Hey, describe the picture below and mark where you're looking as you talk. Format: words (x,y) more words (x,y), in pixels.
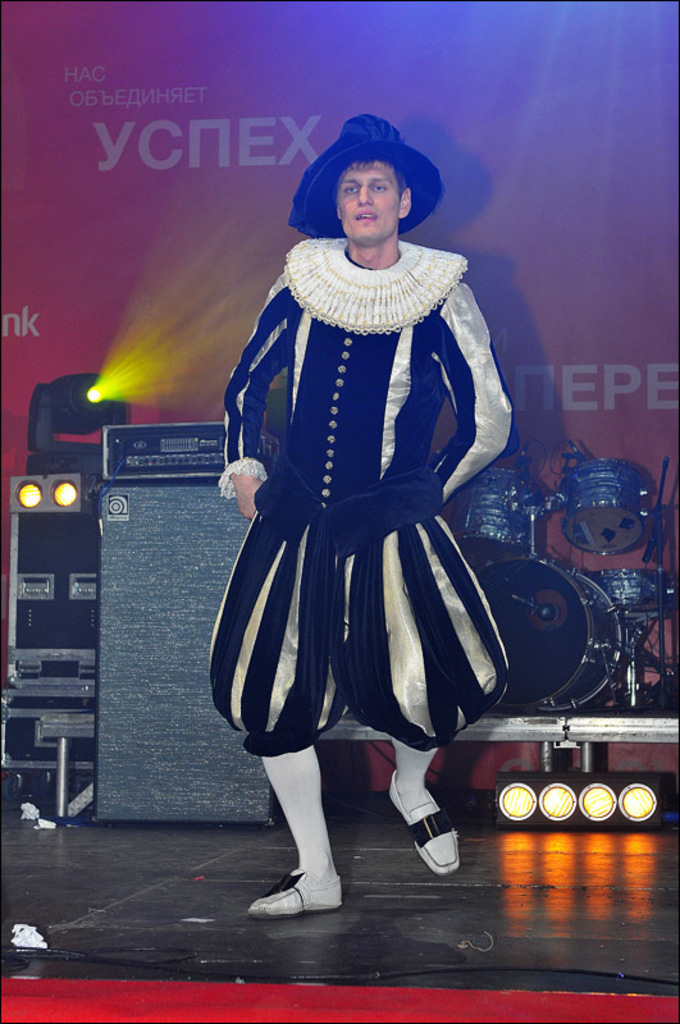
In this image in the center (377,540) there is a man (374,573) dancing. In the background (611,543) there are musical instruments (629,568) and there are lights (73,475) and there is a board (272,256) with some text (586,369) written on it.
